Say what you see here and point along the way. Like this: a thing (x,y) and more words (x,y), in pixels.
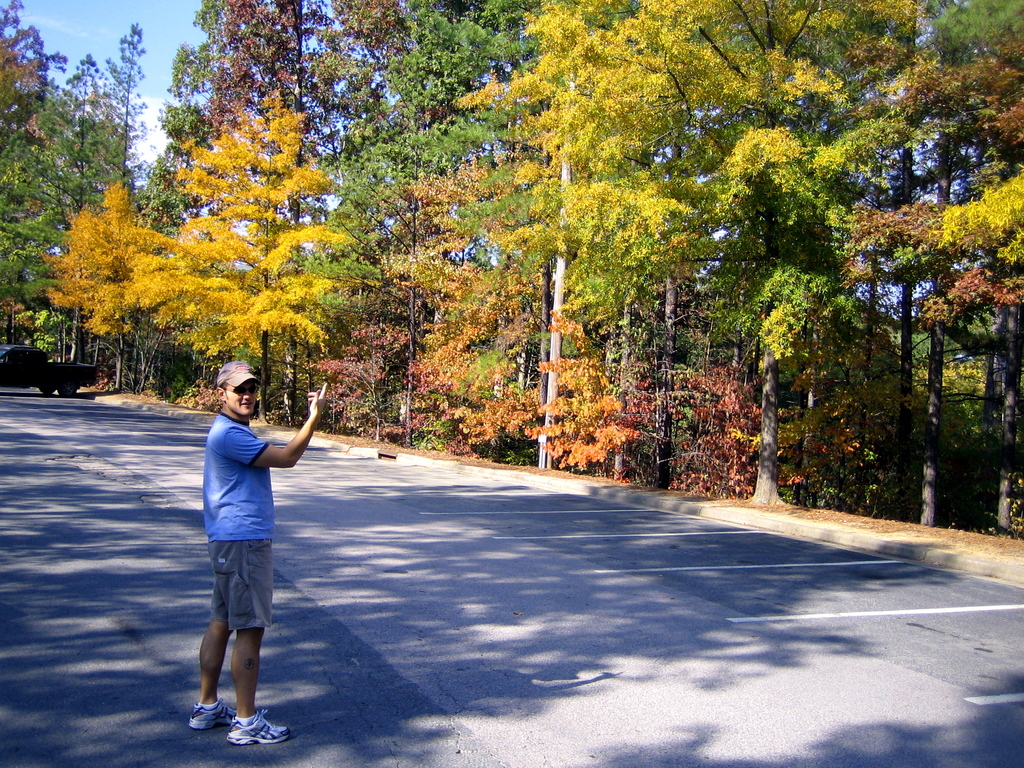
In the picture I can see a person (221,566) wearing blue T-shirt (237,532) is standing on the road (17,394) and there is a vehicle (12,379) in the left corner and there are few trees (443,211) in the background (475,207).
